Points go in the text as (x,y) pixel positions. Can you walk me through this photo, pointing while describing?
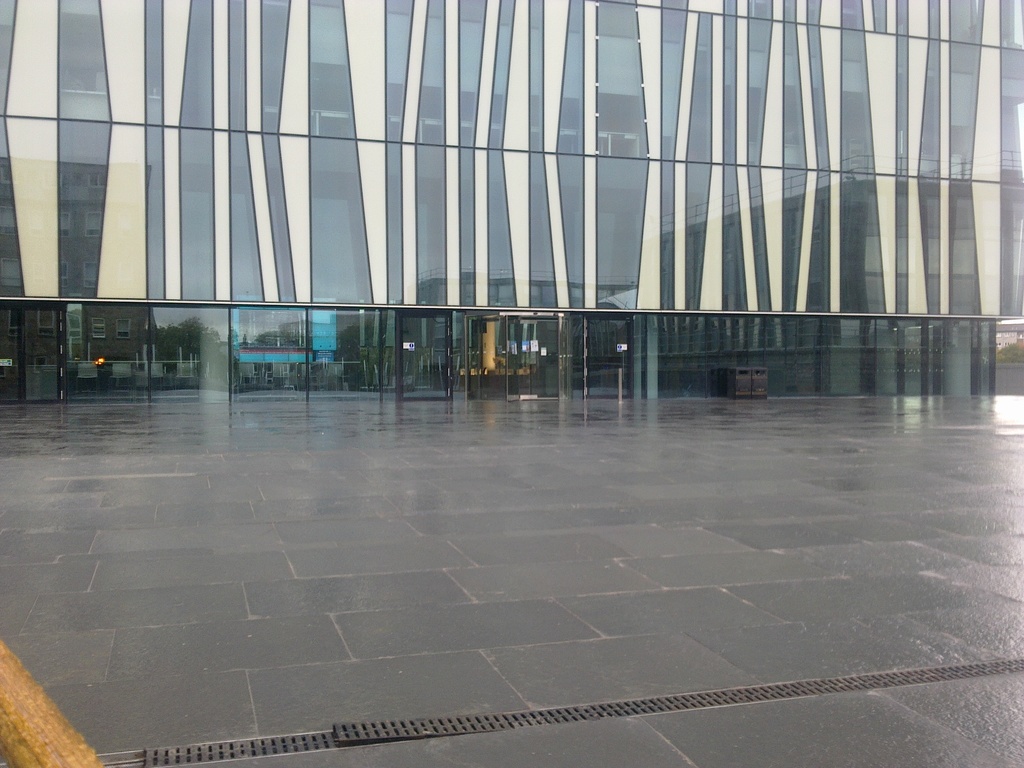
In this image I can see the floor (421,672) and a huge building (518,236). On the building (383,134) I can see the reflection (347,170) of few other buildings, few trees (374,328) and the sky (322,285).
